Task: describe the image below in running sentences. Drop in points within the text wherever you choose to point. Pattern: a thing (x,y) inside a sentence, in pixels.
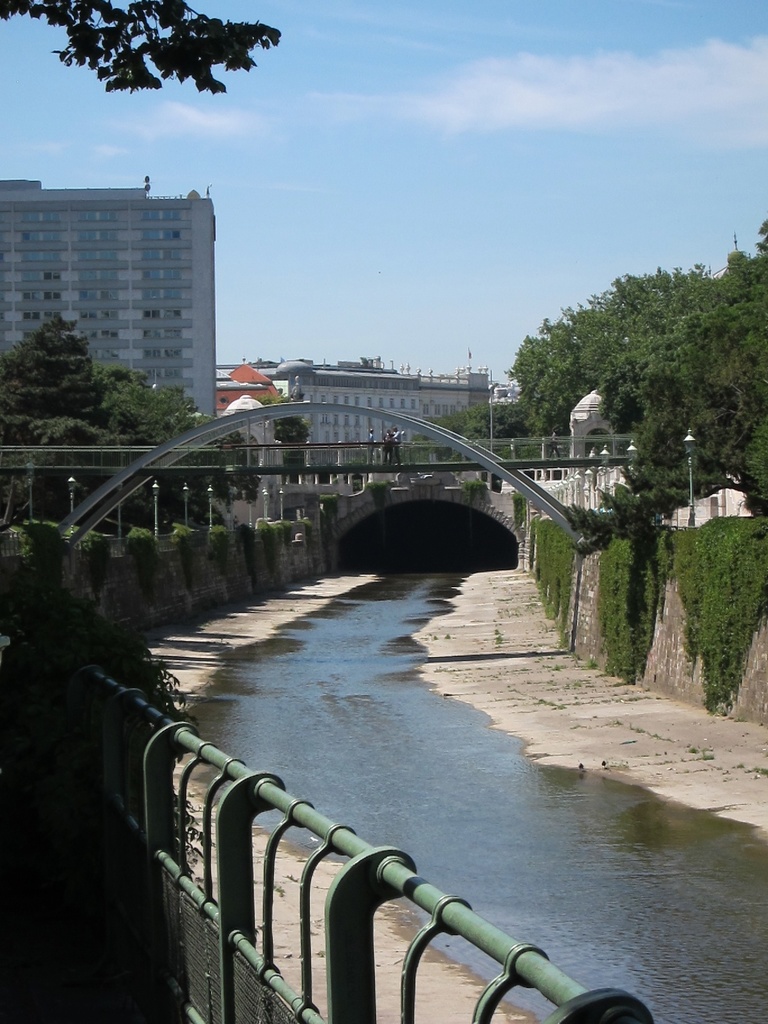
In this image we can see a tunnel (436,497) and a bridge (408,464). On the bridge (418,468) we can see few persons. In front of the bridge (356,459) we can see the water (363,801), poles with lights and the walls (673,617). On the walls (592,597) there are groups of trees (641,594). At the bottom (370,940) we can see a fencing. Behind the bridge (359,447) we can see a group of trees (152,410) and buildings (280,372). At the top (349,310) we can see the sky (378,205).
